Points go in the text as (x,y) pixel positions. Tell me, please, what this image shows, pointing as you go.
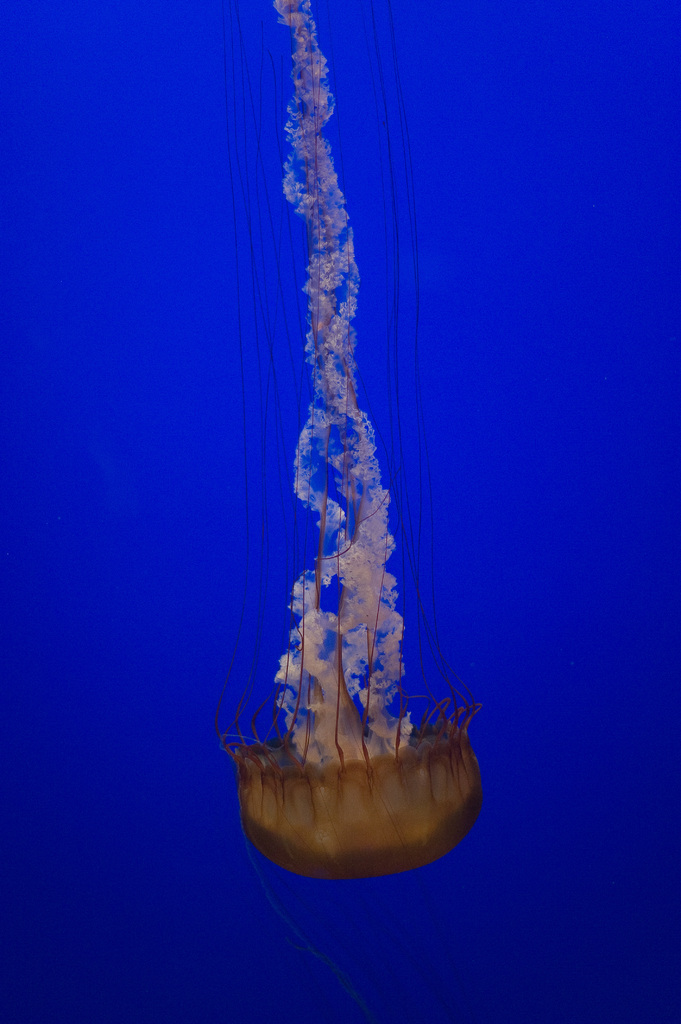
In this image we can see a jellyfish (335,683) in the water (269,497).
